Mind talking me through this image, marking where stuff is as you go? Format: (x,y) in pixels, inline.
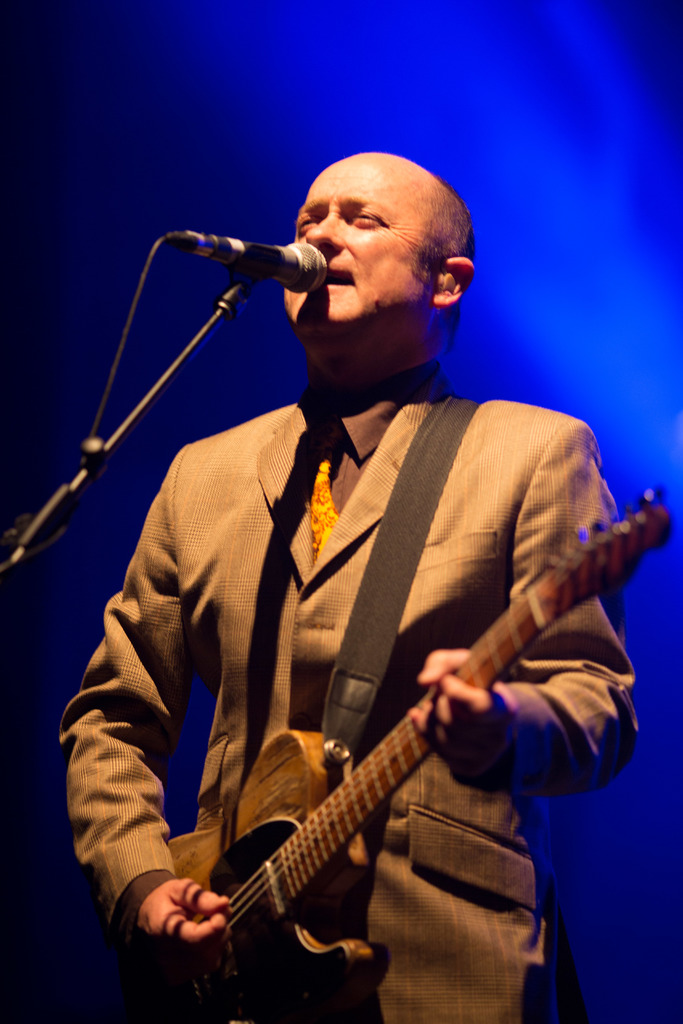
In this image there is a person (519,414) standing and playing guitar (391,760) and he is singing. At the front (224,242) there is a microphone (224,251).
